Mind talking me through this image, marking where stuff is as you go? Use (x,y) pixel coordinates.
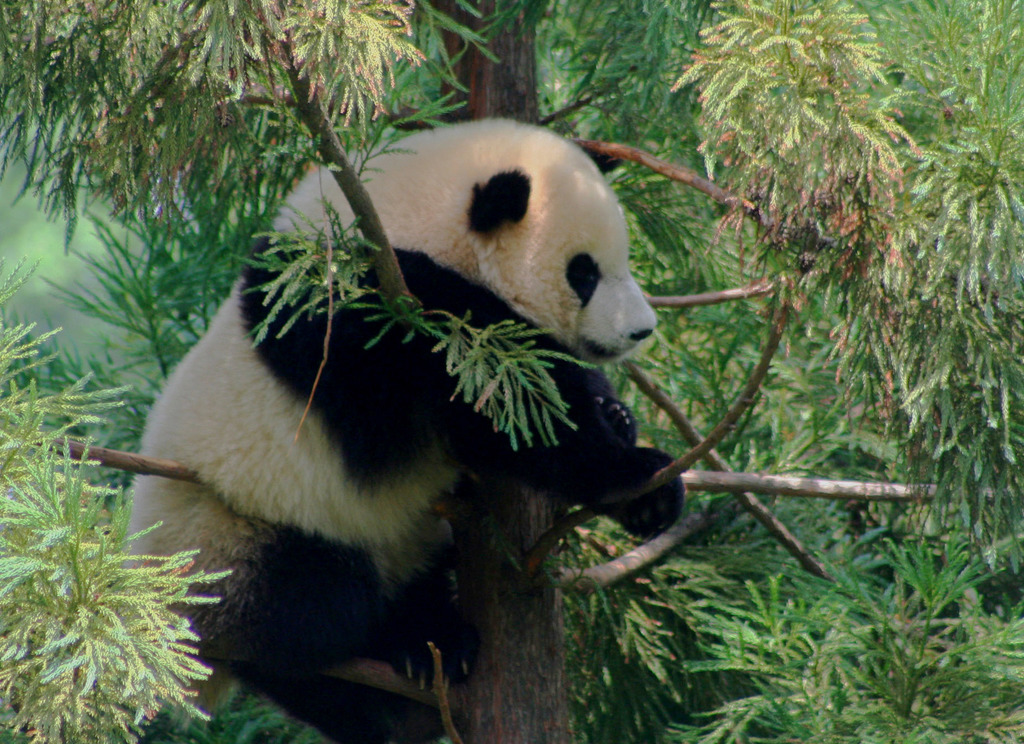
In this image there is a panda (409,386) on the tree (499,536). In the background (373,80) there are stems (46,502) with the green leaves (73,531).
